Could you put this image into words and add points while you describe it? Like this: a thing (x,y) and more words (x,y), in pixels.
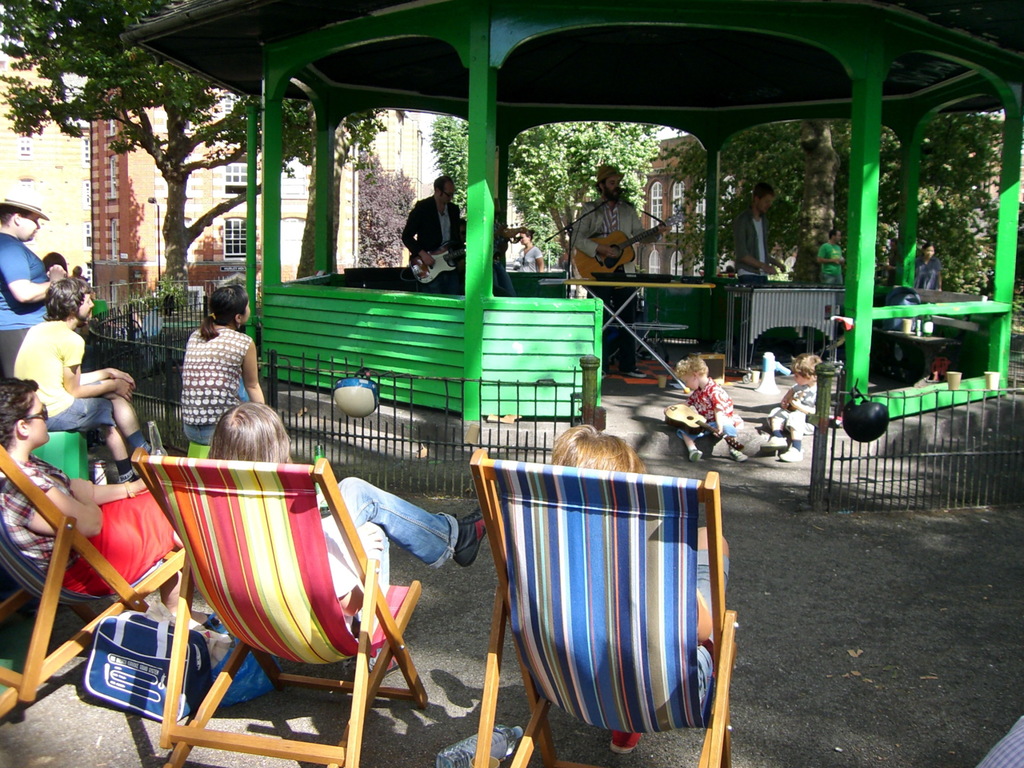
In this image few musician (605,233) playing musical instrument (607,269). They are standing under a shelter (468,360). The shelter (525,376) is surrounded by fence (163,376). In front of them many people (625,462) are sitting on chairs (672,501). There are many trees (170,171) and building (111,177) in the background (234,123).
